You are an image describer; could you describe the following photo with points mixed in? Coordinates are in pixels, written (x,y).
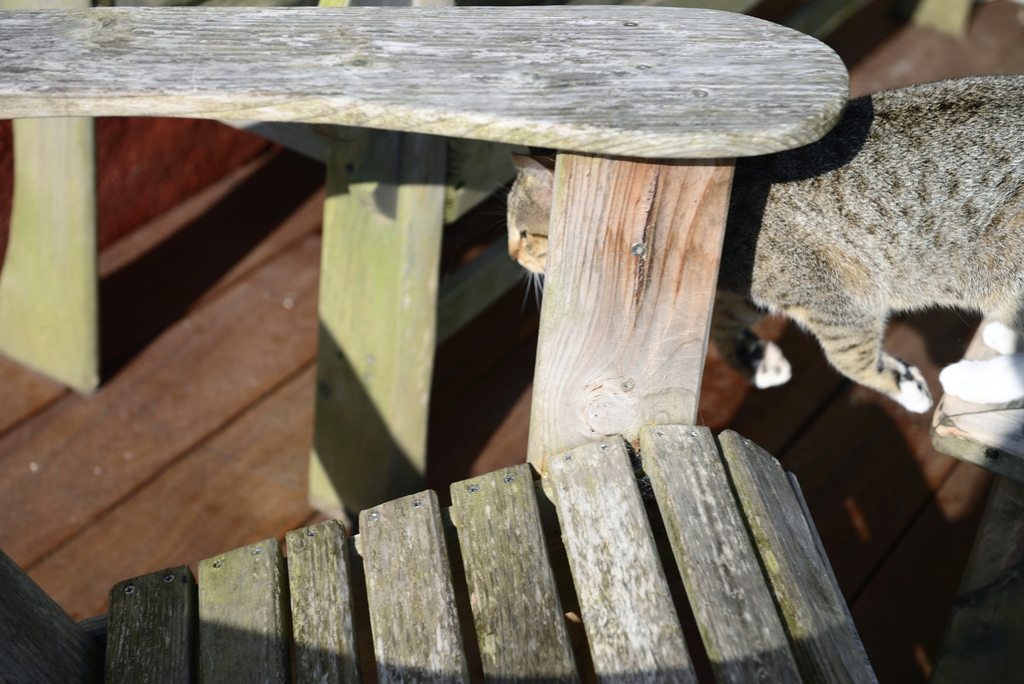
In this picture there is an armrest (577,120) on the top (496,136) and a chair (450,489) at the bottom (597,559). Towards the right (825,275) there is a cat (862,111).
